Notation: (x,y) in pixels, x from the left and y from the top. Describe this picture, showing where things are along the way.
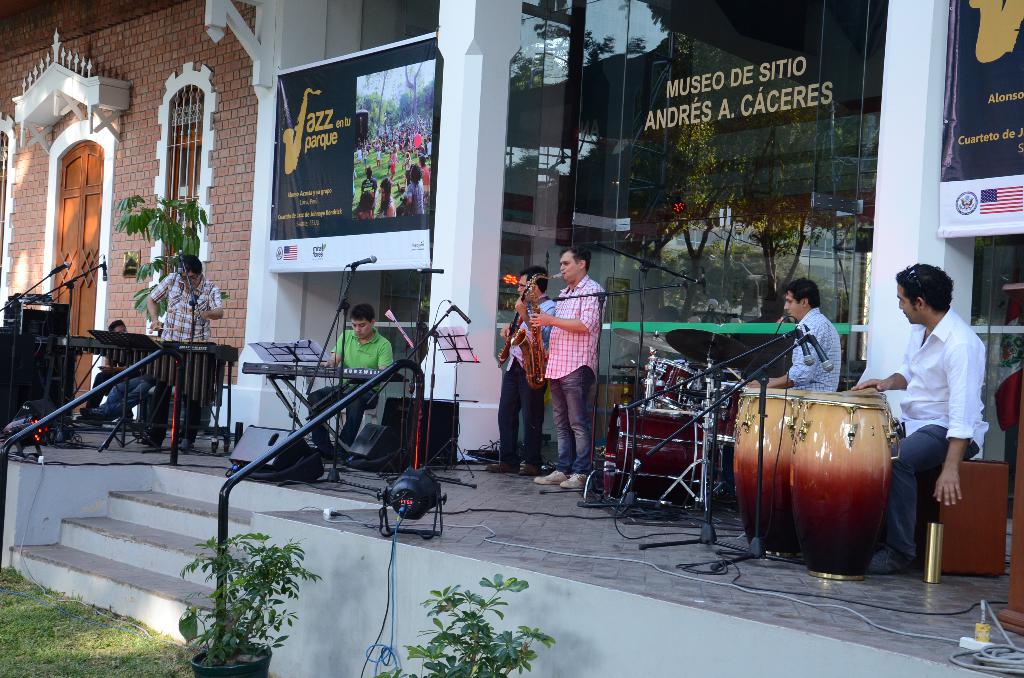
On the stage (499,496) there are seven people (570,330). To the right corner (911,393) there is a man (879,557) playing drums (866,556). Beside him there is a man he is also playing drums (669,374). Two persons (573,344) standing side by side are playing saxophones (531,350). And a man (352,353) with green t-shirt (355,355) is playing a piano (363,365). In the background (572,223) there is a building (556,152) with glass (646,169) and some posters (388,122). And to the left side (57,217) corner there is a door (61,213) and a window (179,179).
